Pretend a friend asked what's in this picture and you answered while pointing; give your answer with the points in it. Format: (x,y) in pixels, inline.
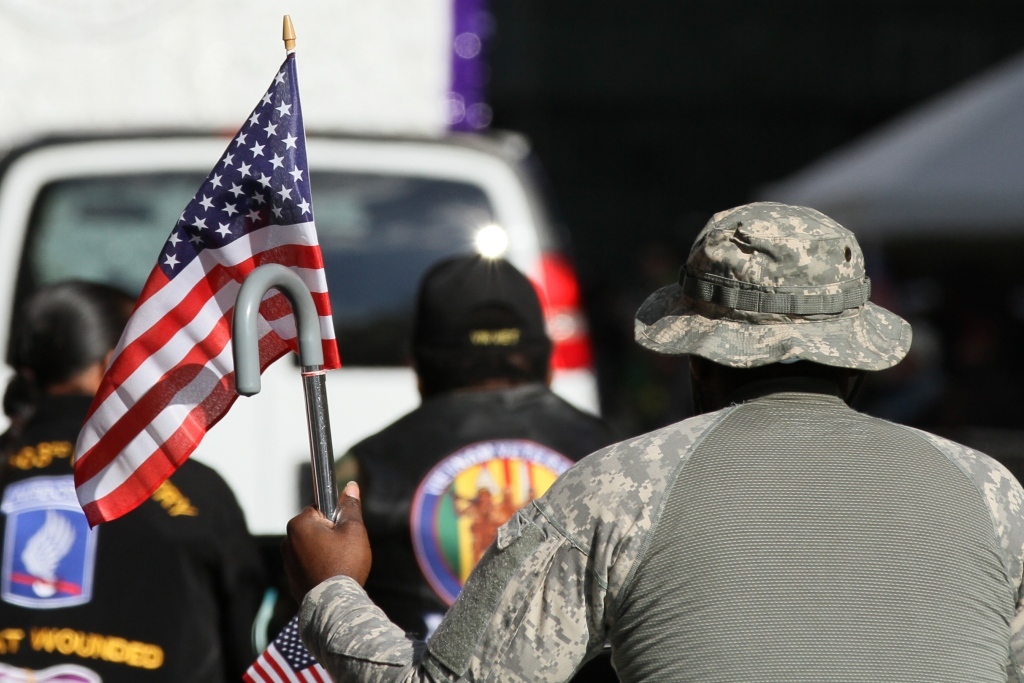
In this picture I can see a person (741,488) is holding a flag (258,239) and wearing a cap (822,299). In the background (421,430) I can see people (411,416) wearing jacket (183,480), dresses (183,480). I can also see a vehicle (342,304) in the background (356,307).
